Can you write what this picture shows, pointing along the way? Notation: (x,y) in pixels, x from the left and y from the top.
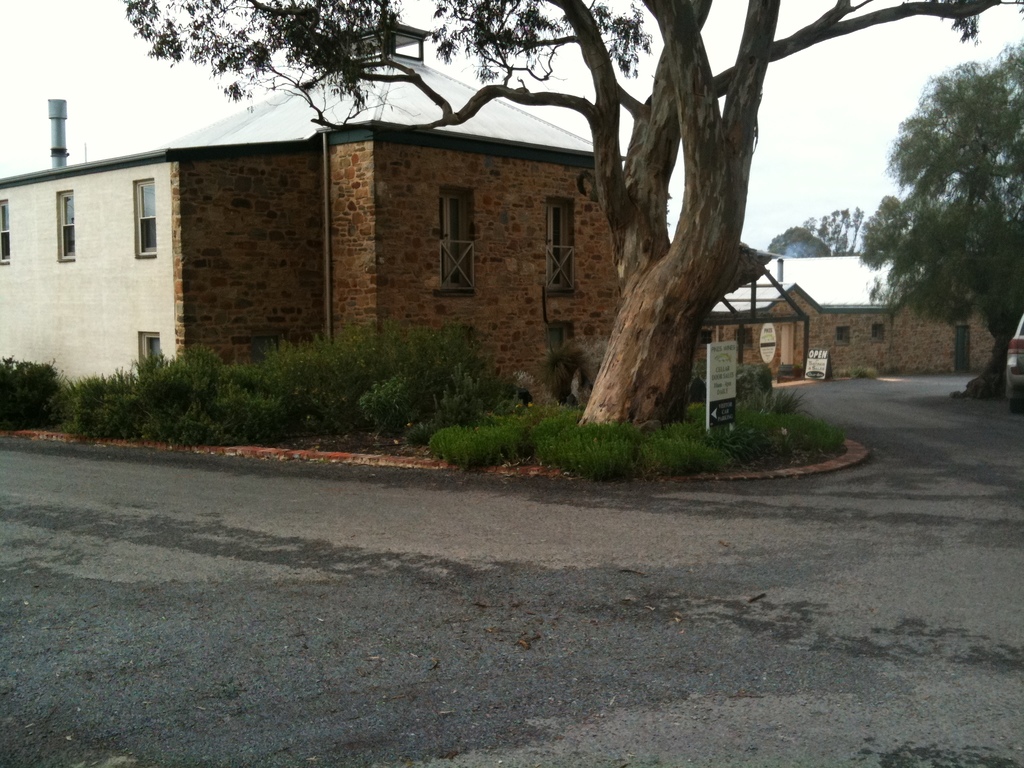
In this picture there is a road (229,682) in the front (202,659). Behind there is a brown and white color shade house (536,307) and a huge tree (645,386).
